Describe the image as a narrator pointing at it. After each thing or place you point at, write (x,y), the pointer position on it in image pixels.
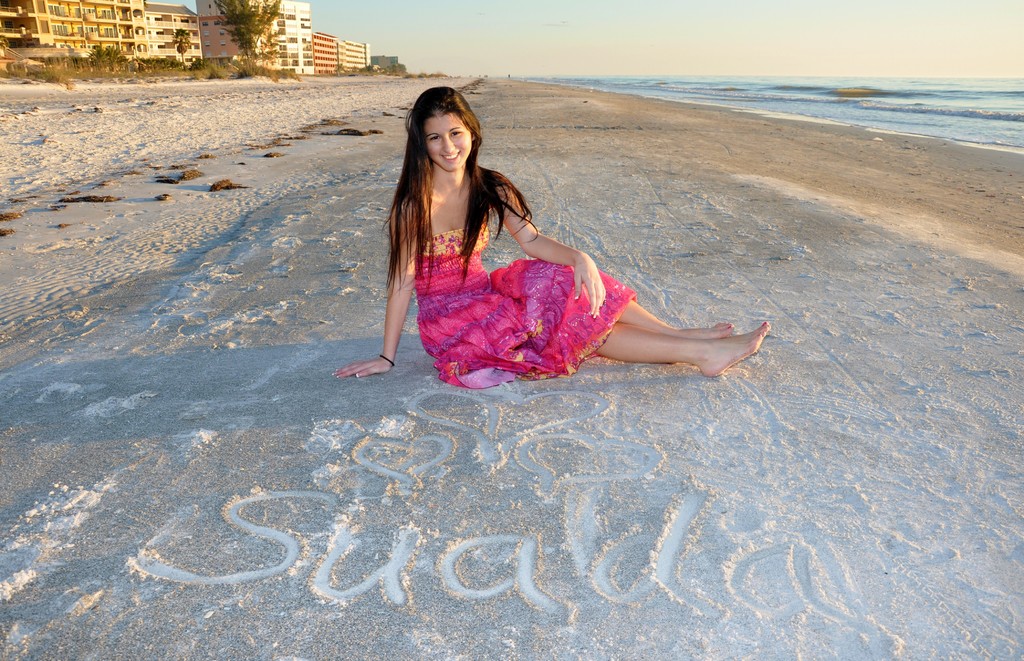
In this image in the center (463,307) there is one girl (435,219) sitting, and at the bottom (509,530) there is sand (831,557) and there is some text (530,573). At the bottom (585,557) and in the background (177,64) there are some buildings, trees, plants (104,69) and there is a beach (842,112). At the top (730,62) there is sky (488,69).
